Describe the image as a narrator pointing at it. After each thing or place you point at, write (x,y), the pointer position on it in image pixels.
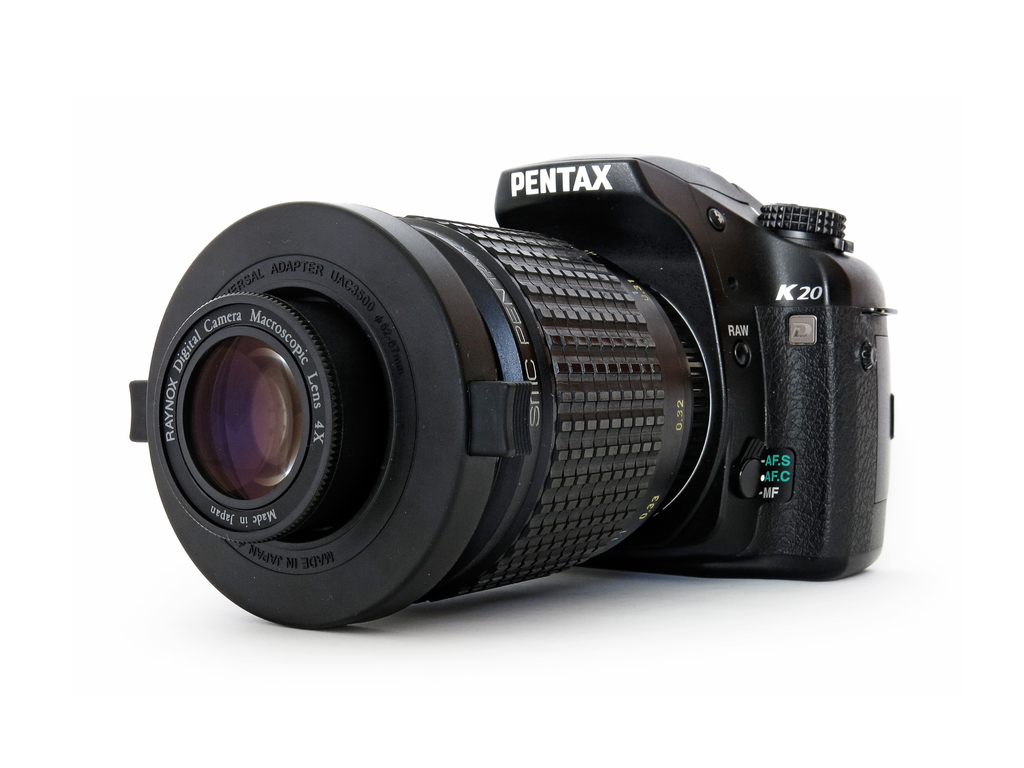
There is a black color camera (789,271) which is having a lens (545,277) on the white color surface (742,593). And the background (139,68) is white in color.
